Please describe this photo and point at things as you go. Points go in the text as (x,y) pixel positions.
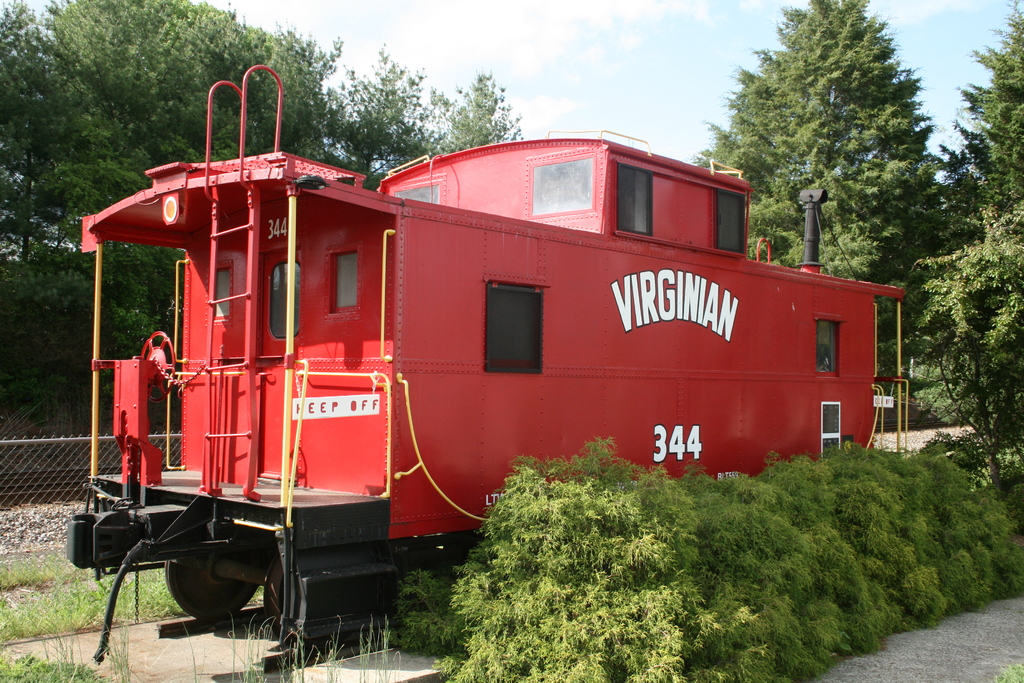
In this image I can see a vehicle (506,275) in red color, at back (812,158) I can see trees (909,171) in green color, sky (692,90) in blue and white color.
